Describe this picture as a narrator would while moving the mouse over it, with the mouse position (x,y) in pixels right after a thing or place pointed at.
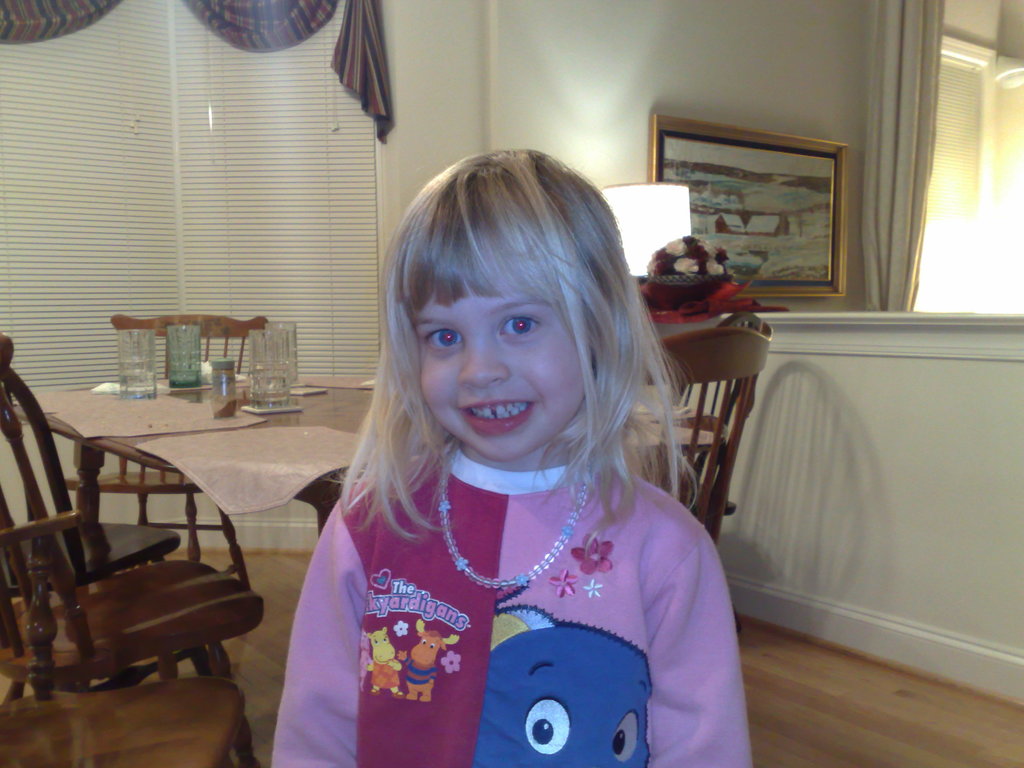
In this image I can see a girl (496,599) wearing t-shirt (564,664), smiling and looking at the picture. In the background (411,185) I can see a wall (538,77) and curtain (352,39). On the left side (57,486) there is a table (190,466) and chairs (59,565) are arranged around it. On the table (159,420) there are few glasses (189,377). On the right side of the image (763,212) there is a frame (788,222) attached to the wall (803,117).
